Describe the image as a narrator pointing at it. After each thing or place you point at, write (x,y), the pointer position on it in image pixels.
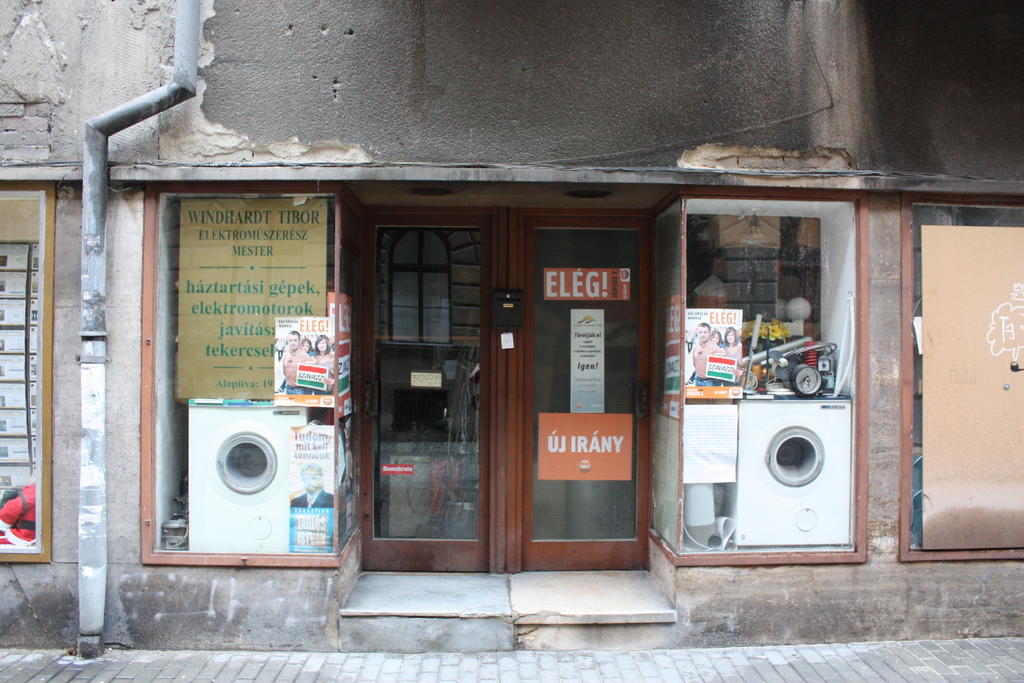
In the image we can see a building (522,82), door (466,400), pipe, footpath (942,667) and poster (222,326). Here we can even see some objects (773,415).
